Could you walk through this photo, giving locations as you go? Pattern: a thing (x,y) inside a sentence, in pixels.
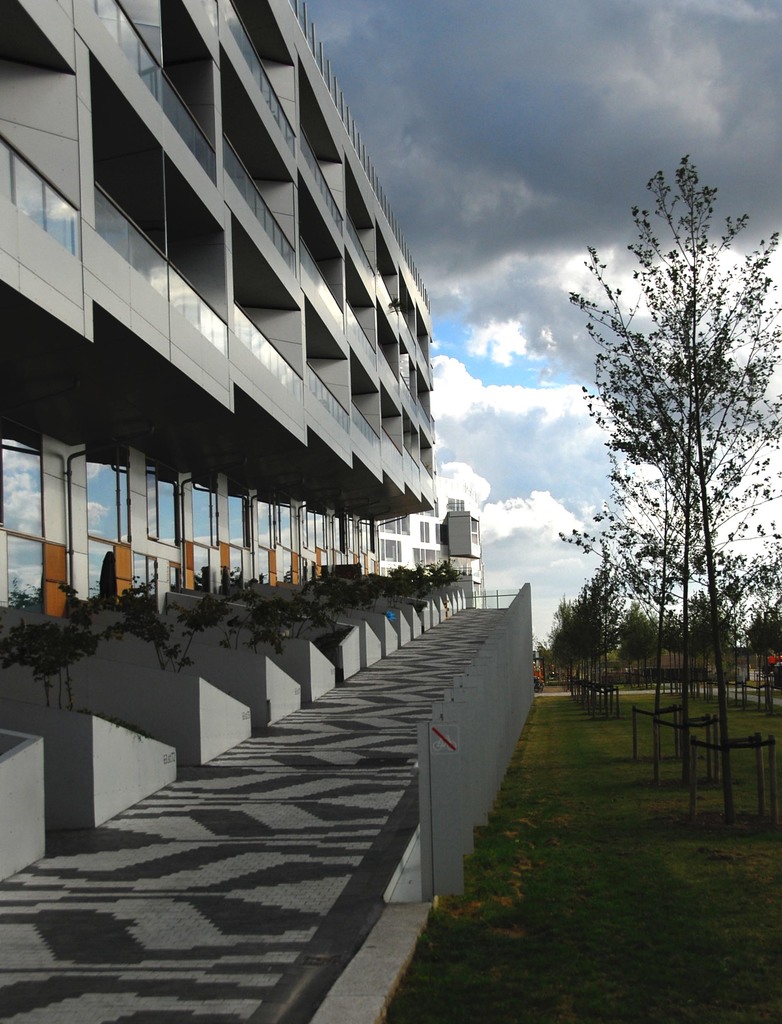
In this image we can see a few buildings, there are some plants (281,620), trees (731,813), grass (591,751) and the wall (270,708), in the background (582,436) we can see the sky (584,432) with clouds (584,425).
